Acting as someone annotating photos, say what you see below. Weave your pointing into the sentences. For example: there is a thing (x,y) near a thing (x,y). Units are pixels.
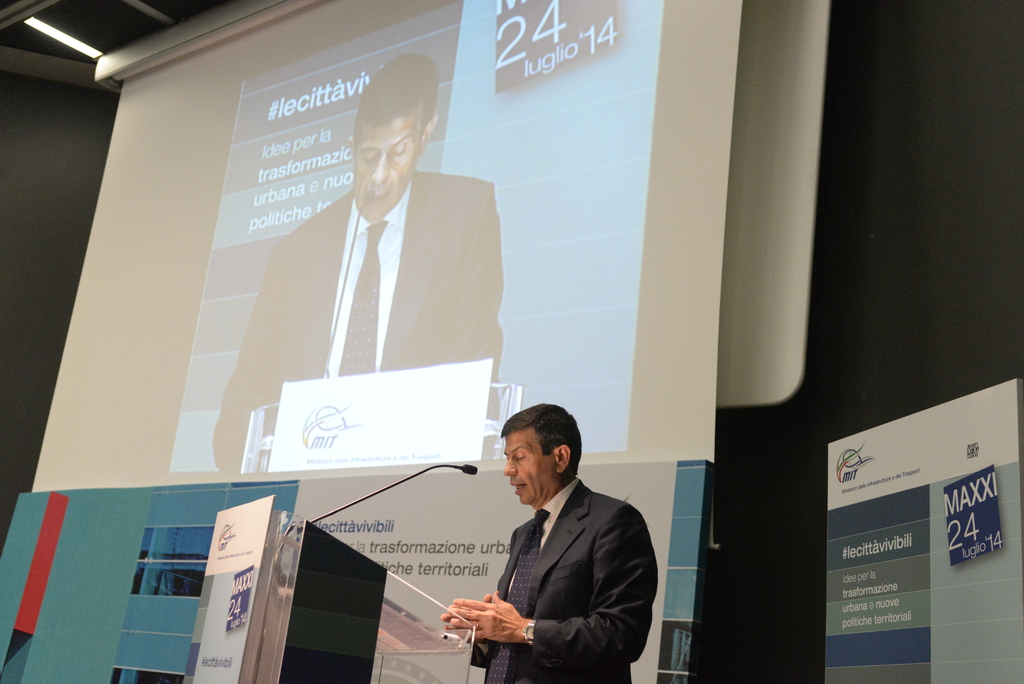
In this image there is a man (530,591) standing, in front of a podium (265,598) on that podium (293,526) there is a mic (406,477), in the background (113,266) there is a screen (709,425) on that there is projection (511,6), at the bottom (89,575) there is poster (667,566) on that poster (512,532) is some text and in the bottom right (937,676) there is poster (1010,538) on that poster (865,533) there is some text (957,536).
